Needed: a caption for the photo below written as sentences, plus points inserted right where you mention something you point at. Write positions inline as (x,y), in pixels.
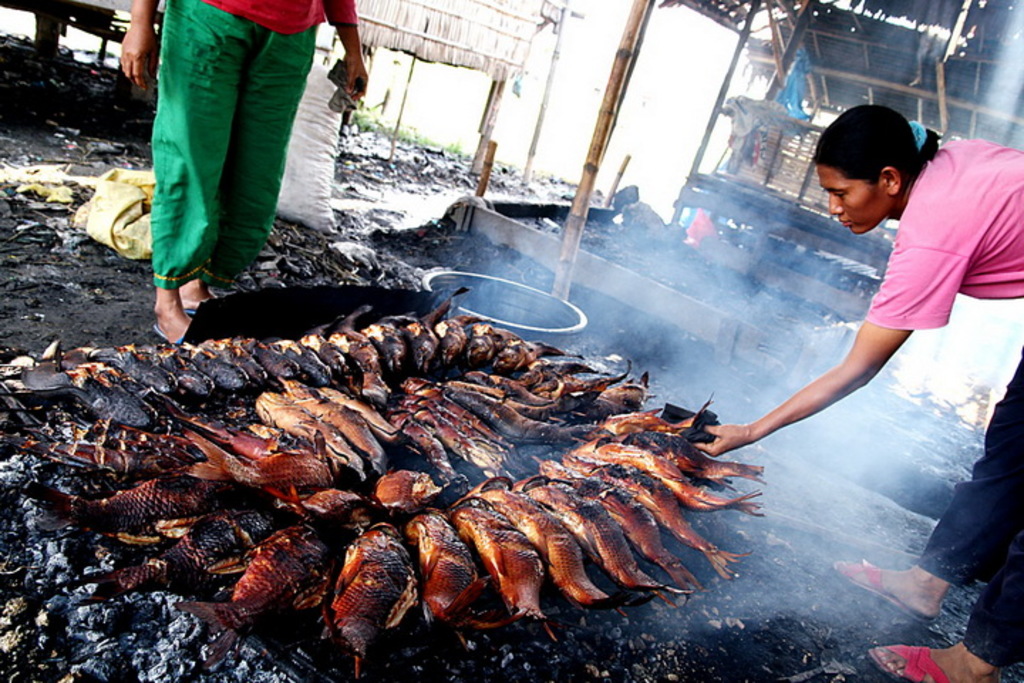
In this image we can see women (206,170) cooking fish (227,519) on coal (138,594), wooden sticks (620,87), shed (945,69), gunny bags (313,129), ground (385,126) and sky (463,118).
